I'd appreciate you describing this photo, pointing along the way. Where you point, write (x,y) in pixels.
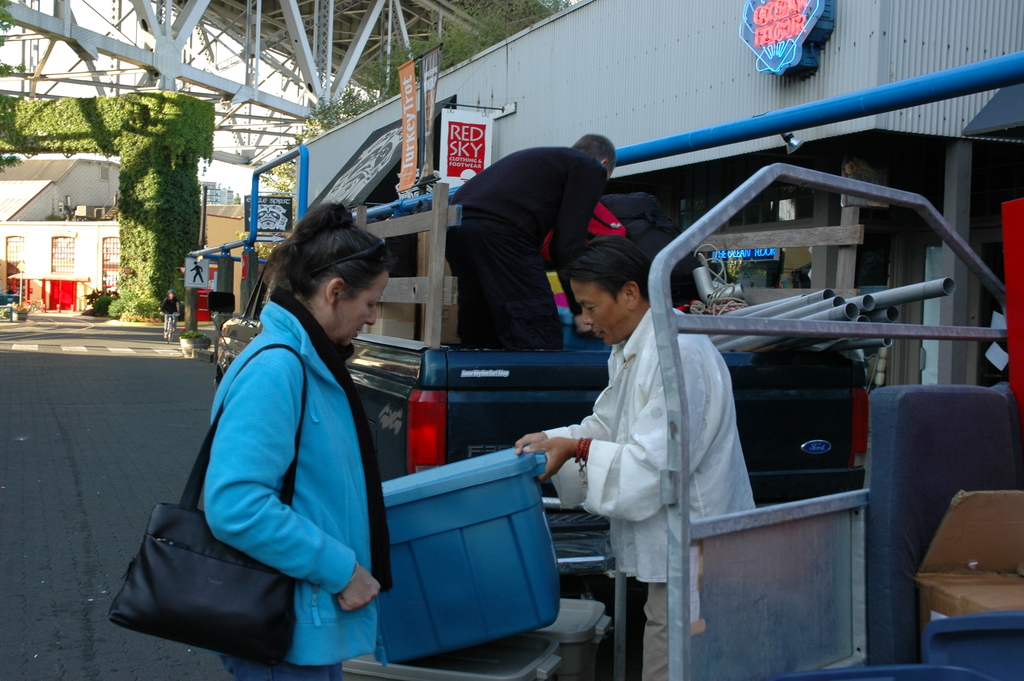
In this image I can see two people (614,419) are holding something and one person (339,392) is wearing blue coat (274,491) and a bag (289,483). I can see few poles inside the vehicle (364,361). Back I can see a building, windows (717,197), trees (190,248), bridge (252,36), sign boards (461,159), boards (448,156) and few stores (798,205).
